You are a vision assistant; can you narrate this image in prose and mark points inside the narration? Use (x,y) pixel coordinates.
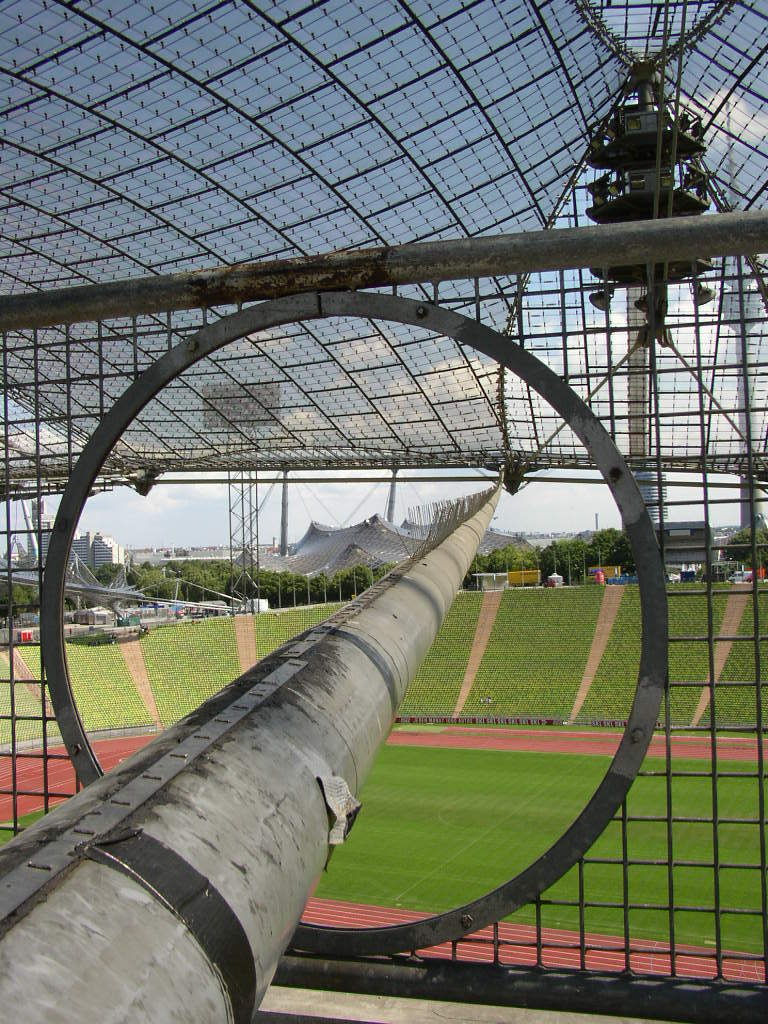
It is an iron net (715,737) in the middle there is a ground (424,798).
